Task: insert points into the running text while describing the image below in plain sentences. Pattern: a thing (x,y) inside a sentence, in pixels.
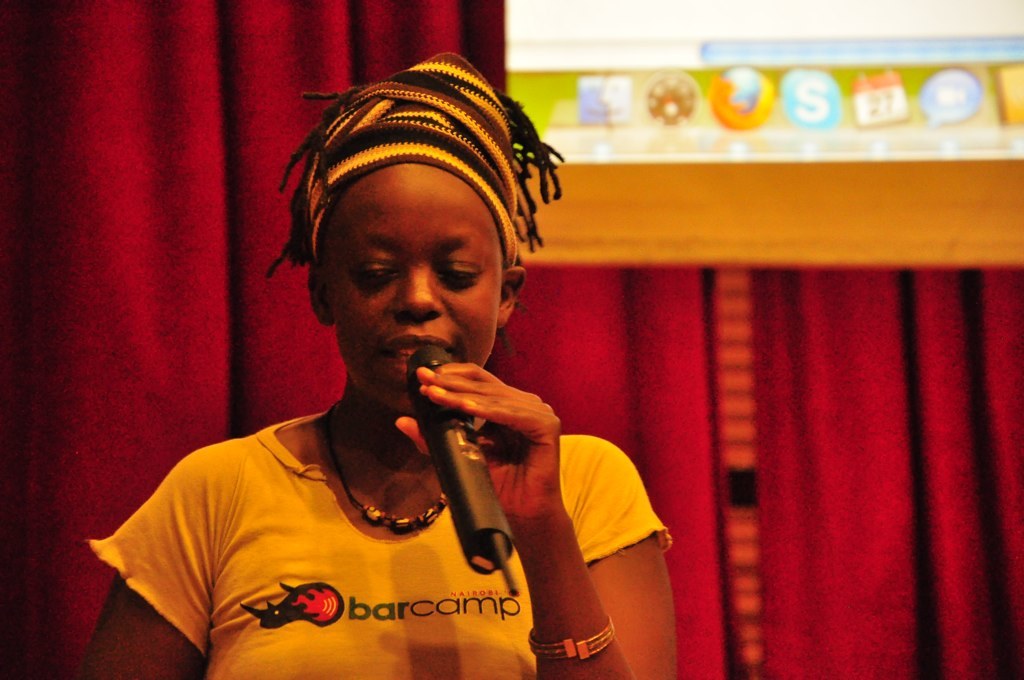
In the picture I can see a person (216,546) wearing yellow color T-shirt (401,556), chain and head wear (369,128) is holding a mic (474,566). In the background (670,193), I can see a projector screen (1007,42) and maroon color curtains (201,140).
